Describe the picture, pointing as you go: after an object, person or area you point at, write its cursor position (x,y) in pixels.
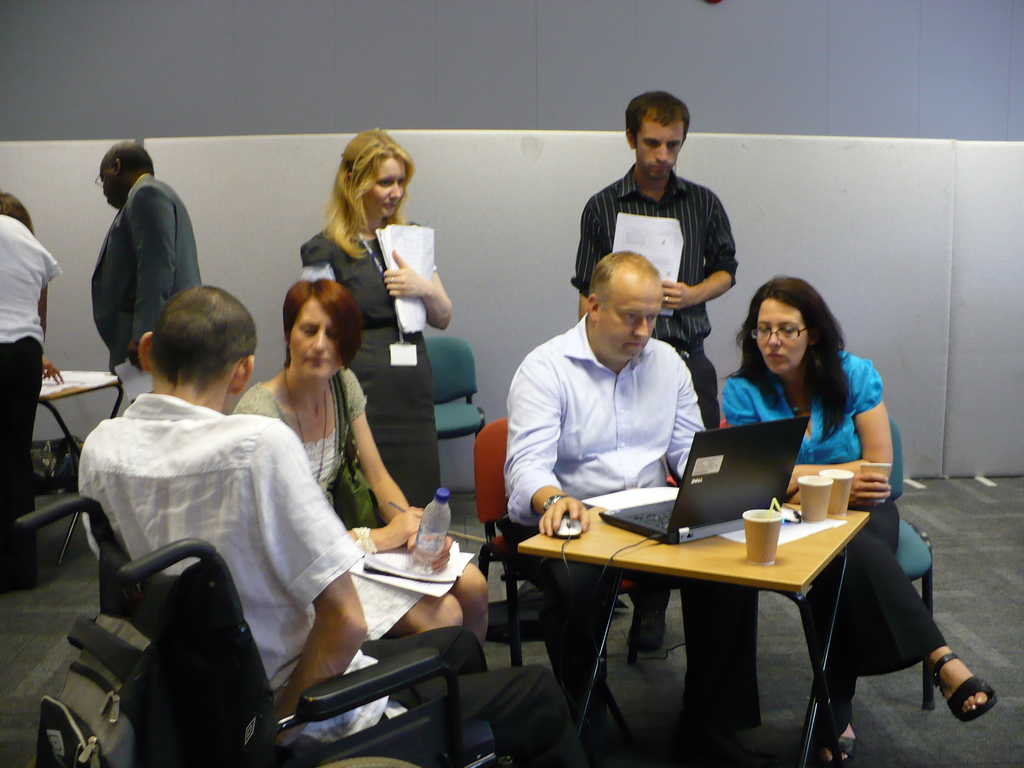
There are four people (255,461) sitting and four people (30,305) standing. This is a table (787,570) with a laptop (695,525), mouse (560,529), glasses (841,477) and a paper (812,522) on it. This woman (397,289) and a man (625,193) holding the papers (642,228). This looks like an empty chair (474,429). Here is the wall (508,70). On the left side of the image (67,371), I can see another table (77,383) with the papers (57,390) on it.
